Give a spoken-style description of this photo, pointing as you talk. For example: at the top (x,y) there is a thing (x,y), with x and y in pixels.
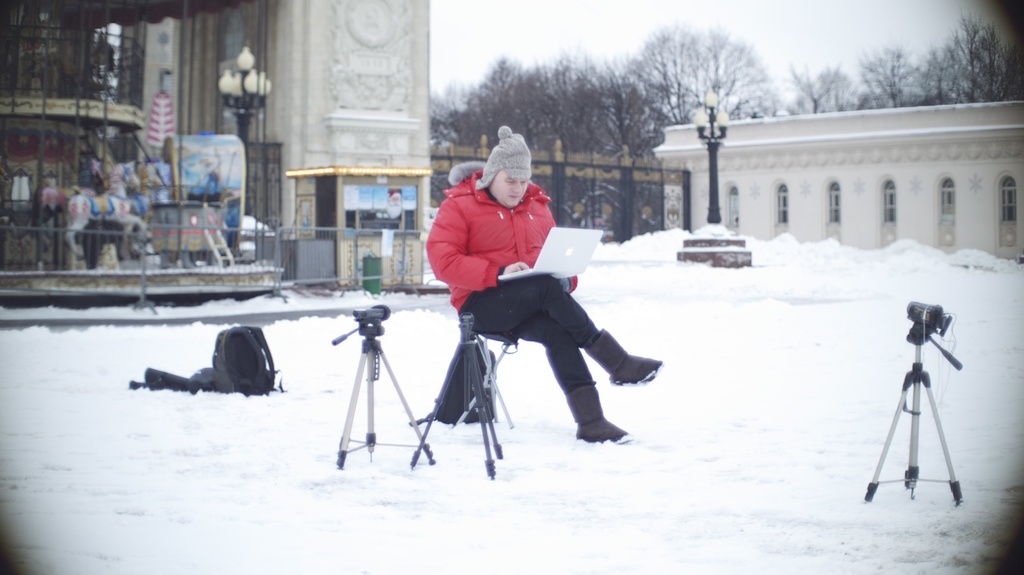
In the center of the image (534,277) a person (510,279) is sitting on a chair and wearing hoodie (511,225) and holding laptop (550,247). In the background of the image (372,196) we can see buildings (367,129), electric light poles (224,91), shed (371,207), barricades (329,231) and some objects (242,185), main gate (613,182), trees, bags (251,349), cameras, stands (950,355), snow (539,363). At the top of the image (574,45) there is a sky (560,32).
